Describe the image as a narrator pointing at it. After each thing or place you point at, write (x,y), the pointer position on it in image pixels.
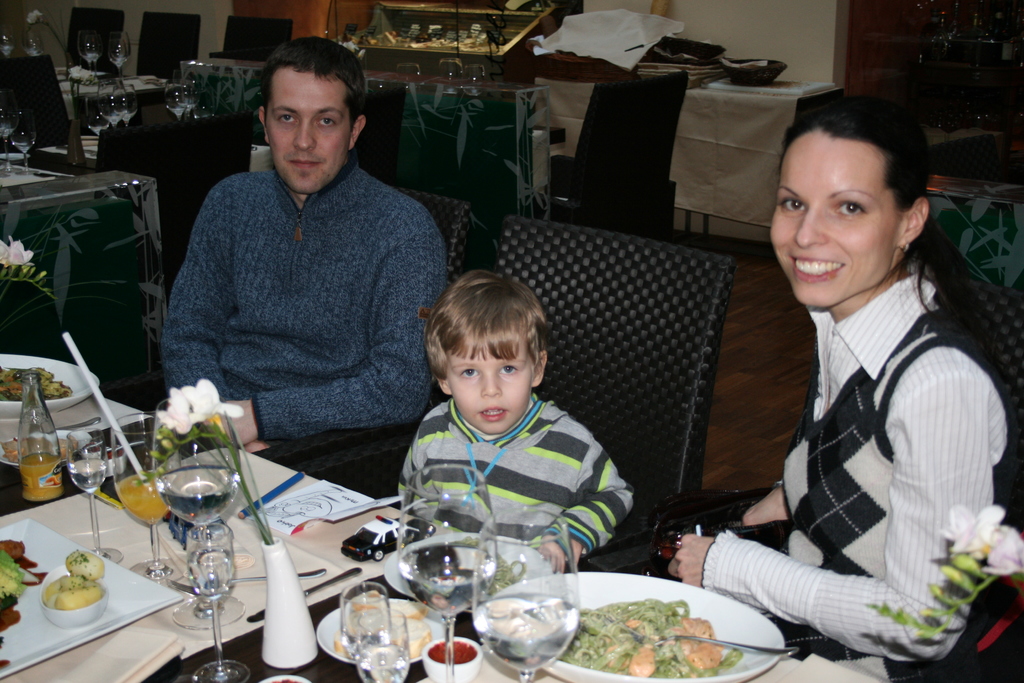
In this Image I see a man (421,348), a boy (602,480) and a woman (987,412) who are sitting on chairs (1001,360) and this woman (843,325) is smiling. I can also see there is a table (396,516) in front of them on which there are many things (415,518). In the background (134,232) I see many chairs (550,171) and tables (85,151) and many things (75,69) on it.
